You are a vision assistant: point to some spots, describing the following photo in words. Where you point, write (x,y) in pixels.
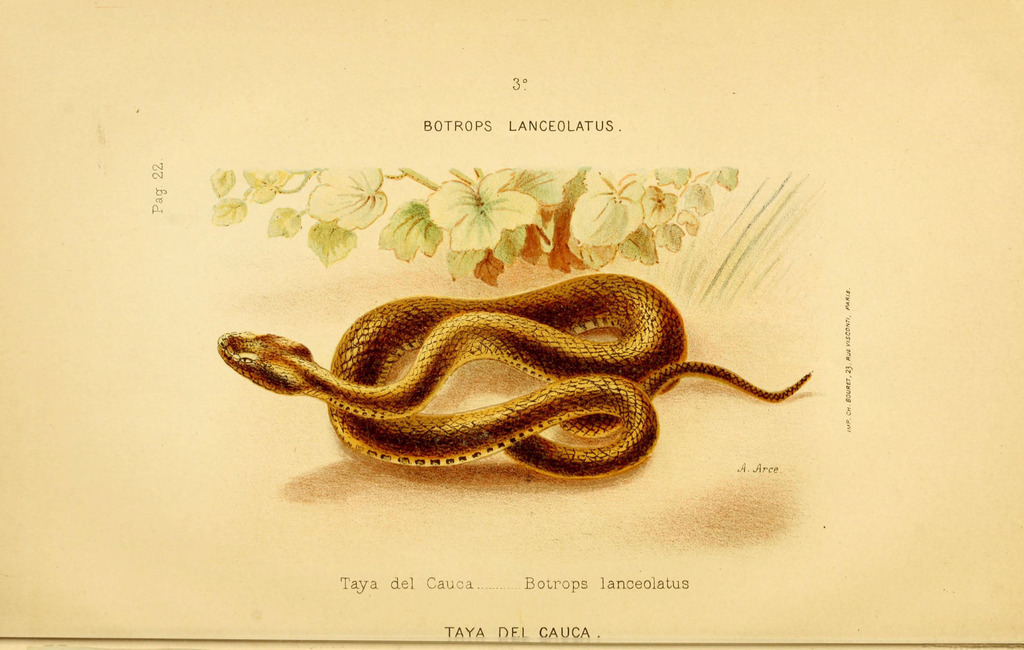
Here we can see a picture of snake (494,423) and plant (401,227) on a paper (401,125) and there are some texts (630,584) written on it.
